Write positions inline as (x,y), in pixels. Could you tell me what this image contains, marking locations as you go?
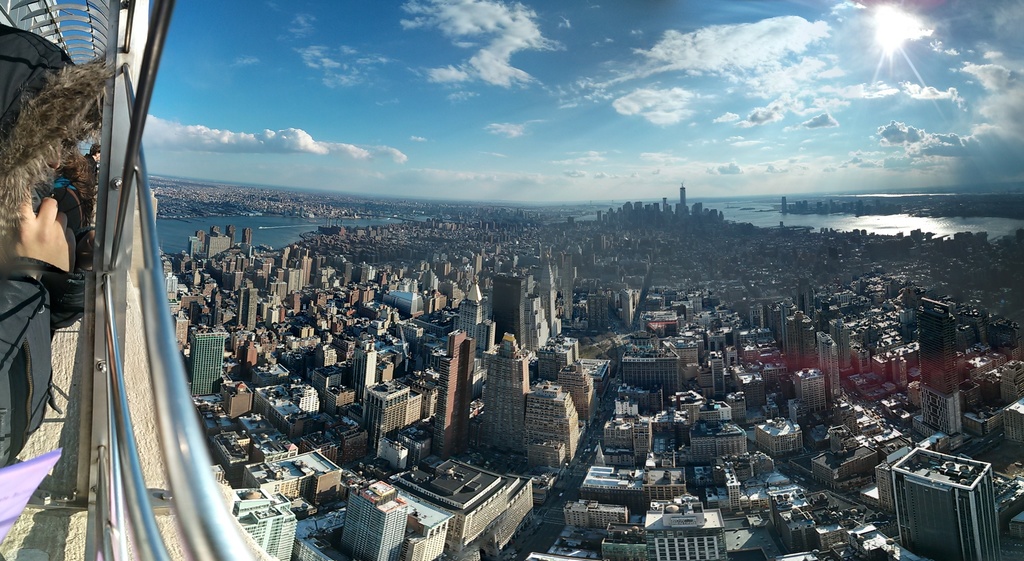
In this picture, we can see a few buildings (663,318), water (159,228), a person's hand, railing (153,216) and the sky (891,99) with clouds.
